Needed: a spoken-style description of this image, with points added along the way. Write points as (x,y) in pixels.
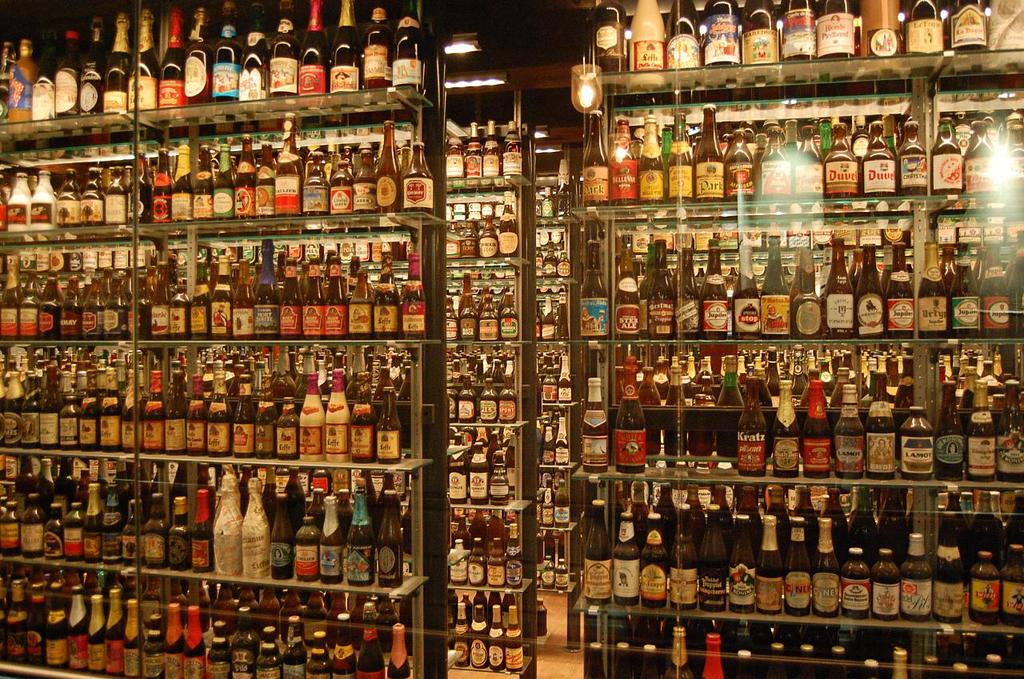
In this image I can see few racks (436,148). In that number of bottles (280,181) are arranged in an order. This is an image clicked inside the room (424,334).
